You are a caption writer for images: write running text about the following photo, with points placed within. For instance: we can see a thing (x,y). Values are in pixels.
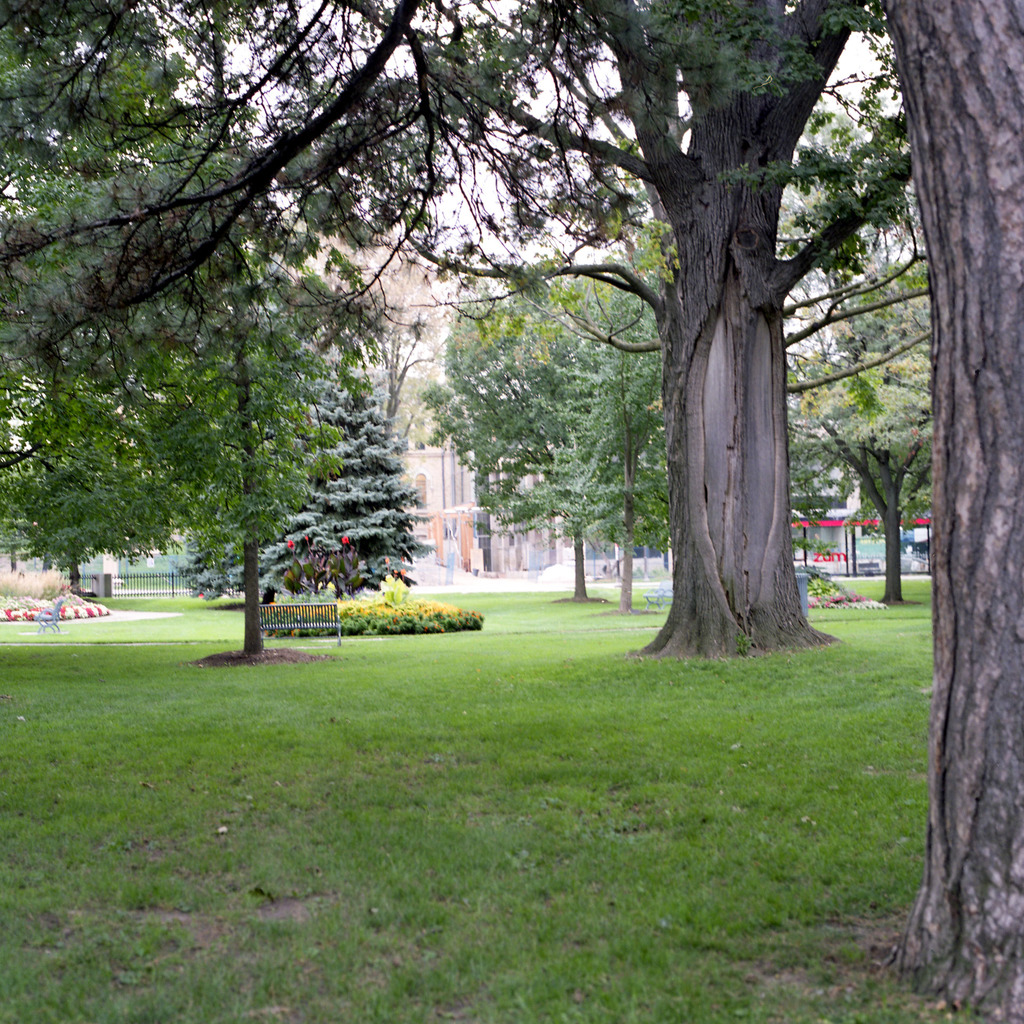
In this image I can see an open grass ground (595,854) and on it I can see number of trees (997,781), number of plants (444,623) and two benches (304,617). In the background (927,556) I can see few buildings (463,542), the iron fence (139,577) on the left side (114,577) and the sky (573,122).
